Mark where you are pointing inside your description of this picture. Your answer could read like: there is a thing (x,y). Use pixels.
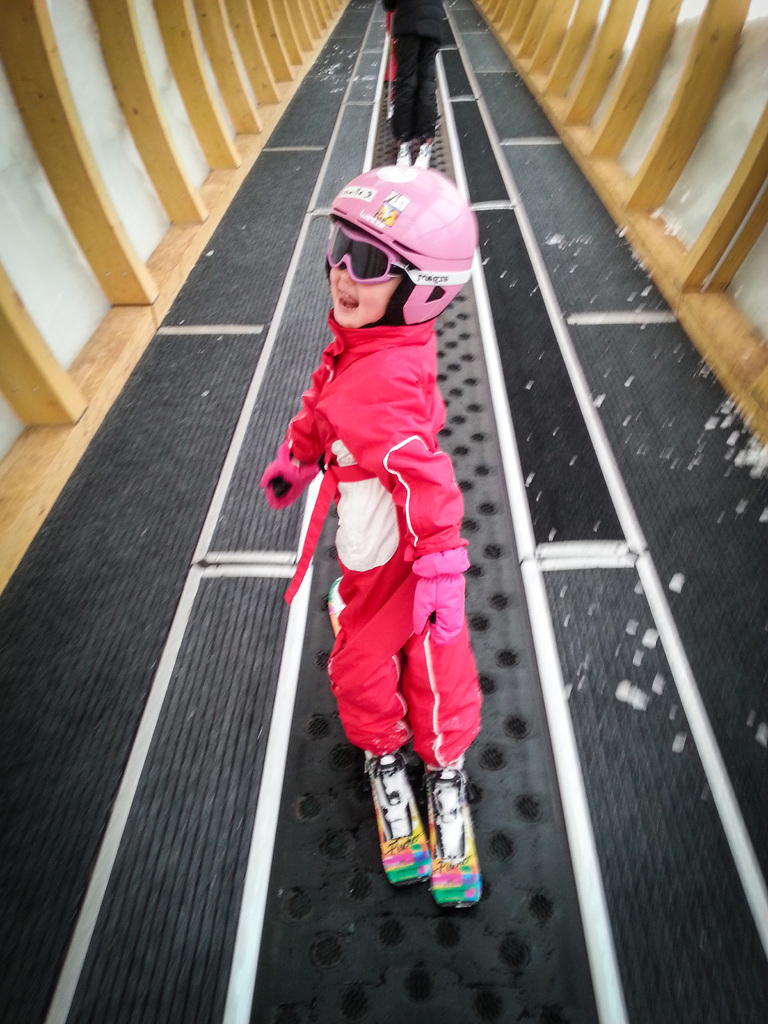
In this image there are two people (434,439) standing on skis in between the wooden walls (20,353), there are white color pieces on the floor (615,400).
